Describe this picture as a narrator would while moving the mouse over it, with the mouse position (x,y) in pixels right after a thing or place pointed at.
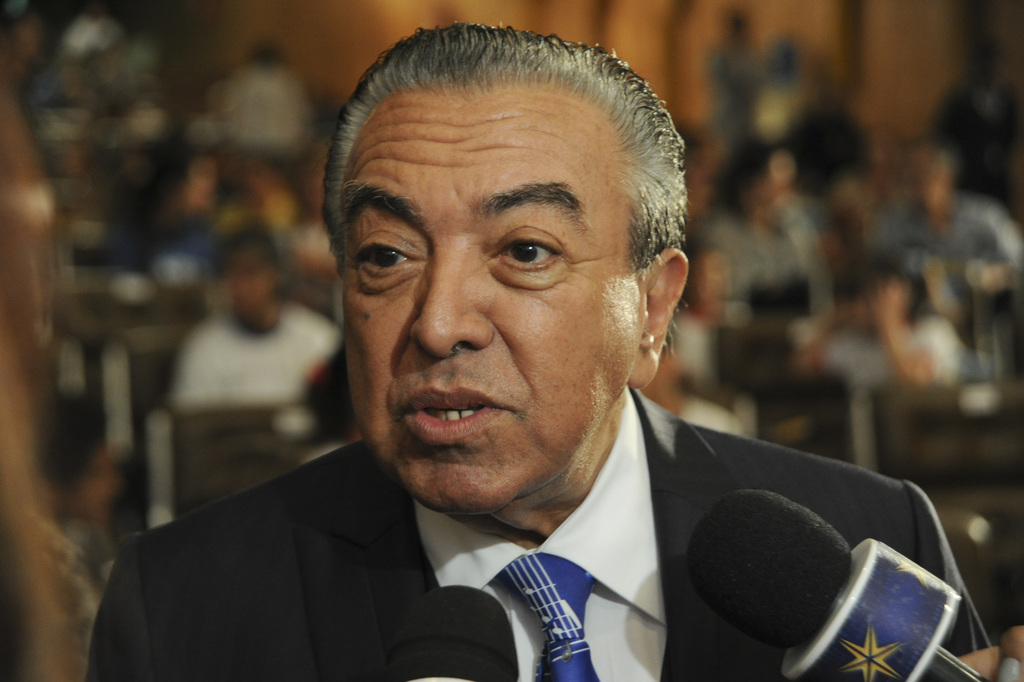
In this image I can see a person (494,590) and the person (602,508) is wearing black blazer (693,518), white shirt (582,515) and blue color tie (565,565) and I can also see a microphone (813,677) and I can see blurred background (136,321).
